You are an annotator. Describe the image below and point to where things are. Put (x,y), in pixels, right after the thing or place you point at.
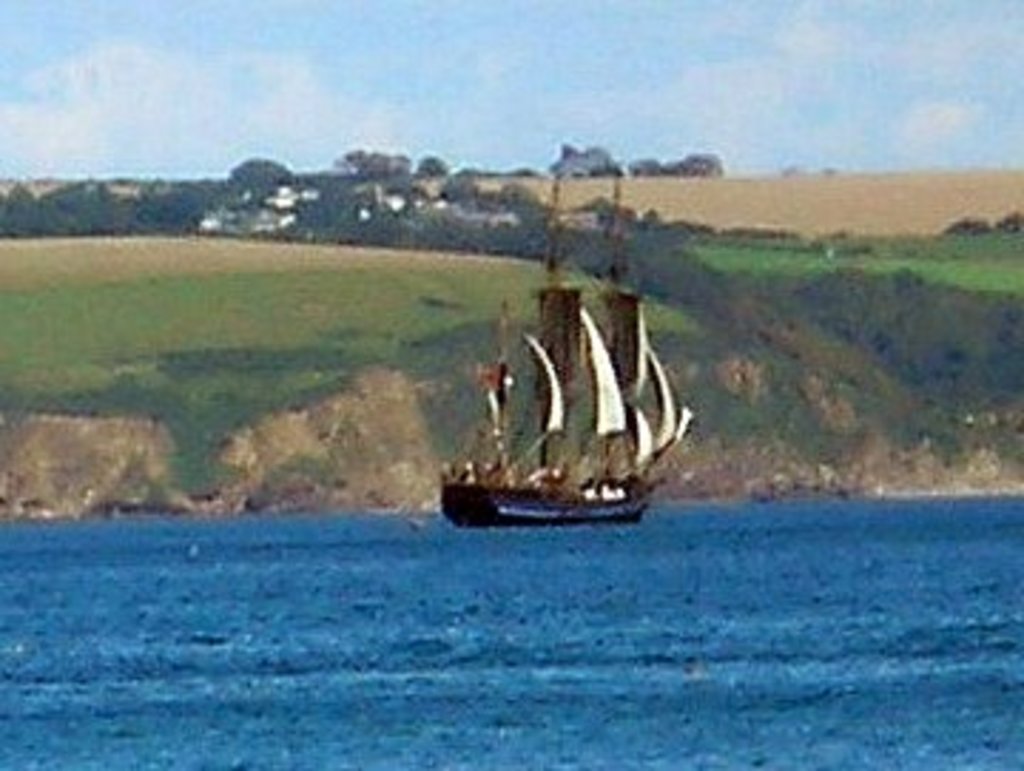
There is a boat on the water (569,624). In the background (54,160) we can see trees (683,260) and sky (733,75).
